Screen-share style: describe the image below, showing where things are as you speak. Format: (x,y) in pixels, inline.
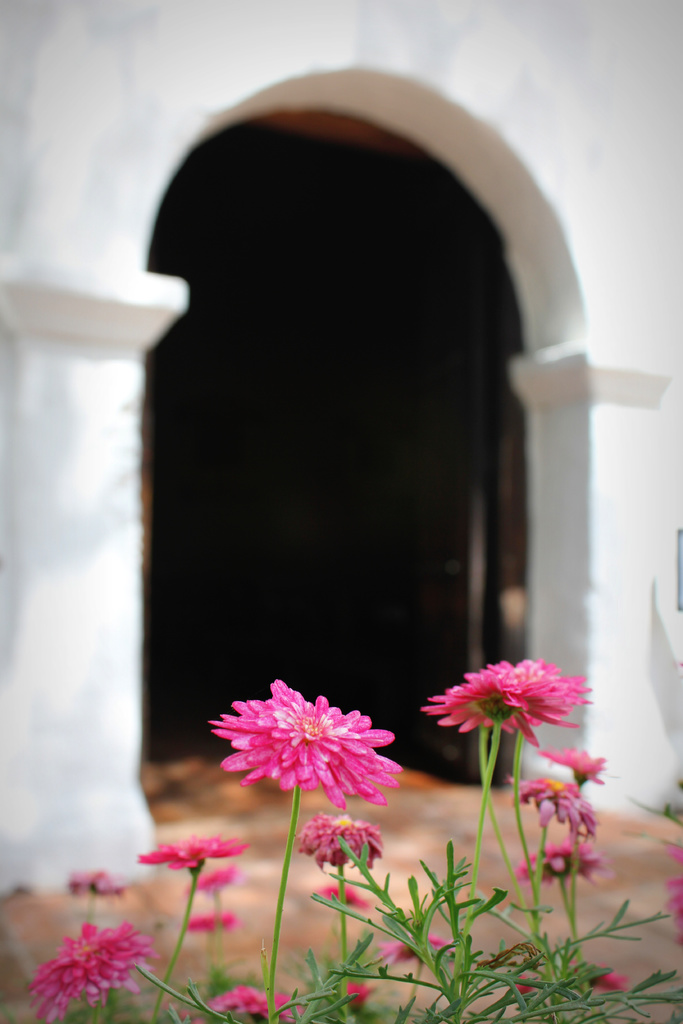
In this picture there are pink color flowers (541,711) on the plant (628,999). At the back (249,115) there is a building (478,85) and there is a door (337,579).
